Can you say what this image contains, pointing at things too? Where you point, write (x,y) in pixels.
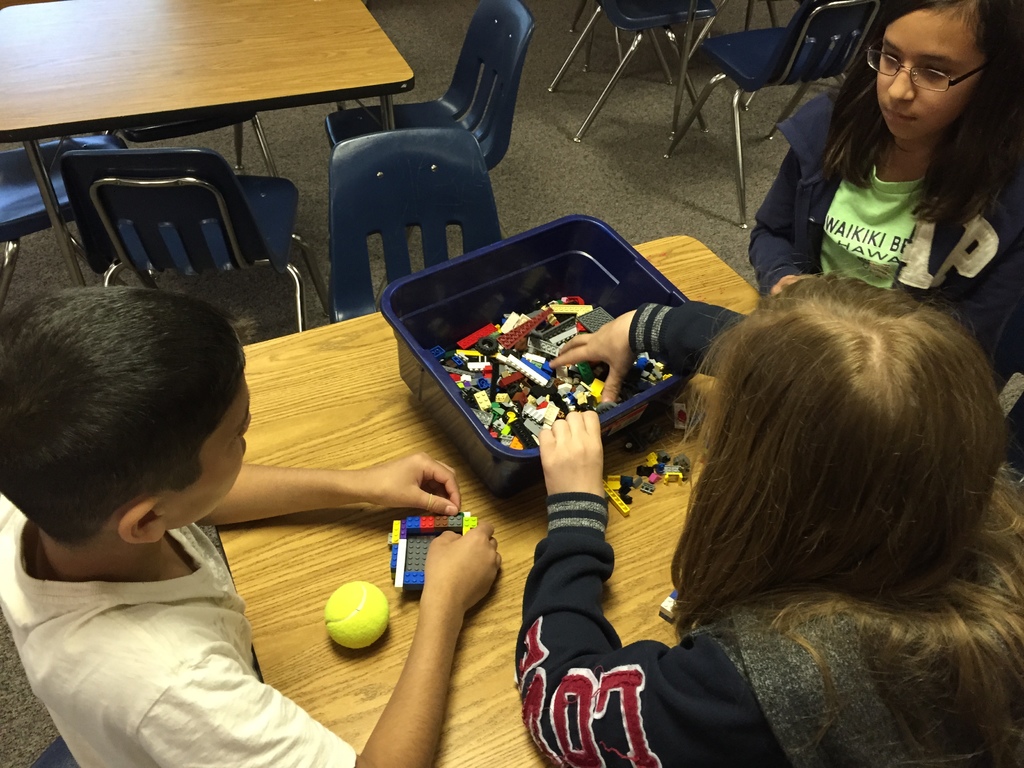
3 children (906,210) are sitting around a table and playing with the toys (520,320).
